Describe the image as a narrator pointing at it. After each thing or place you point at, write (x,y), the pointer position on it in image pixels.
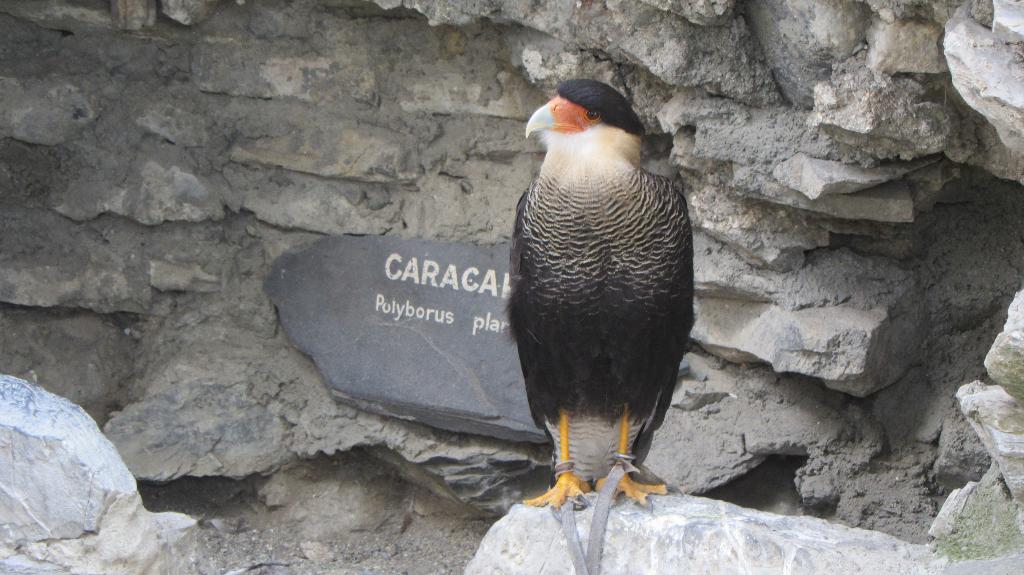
There is Falconiformes (553,307) standing on the rock (621,532) and there is something written behind it.
